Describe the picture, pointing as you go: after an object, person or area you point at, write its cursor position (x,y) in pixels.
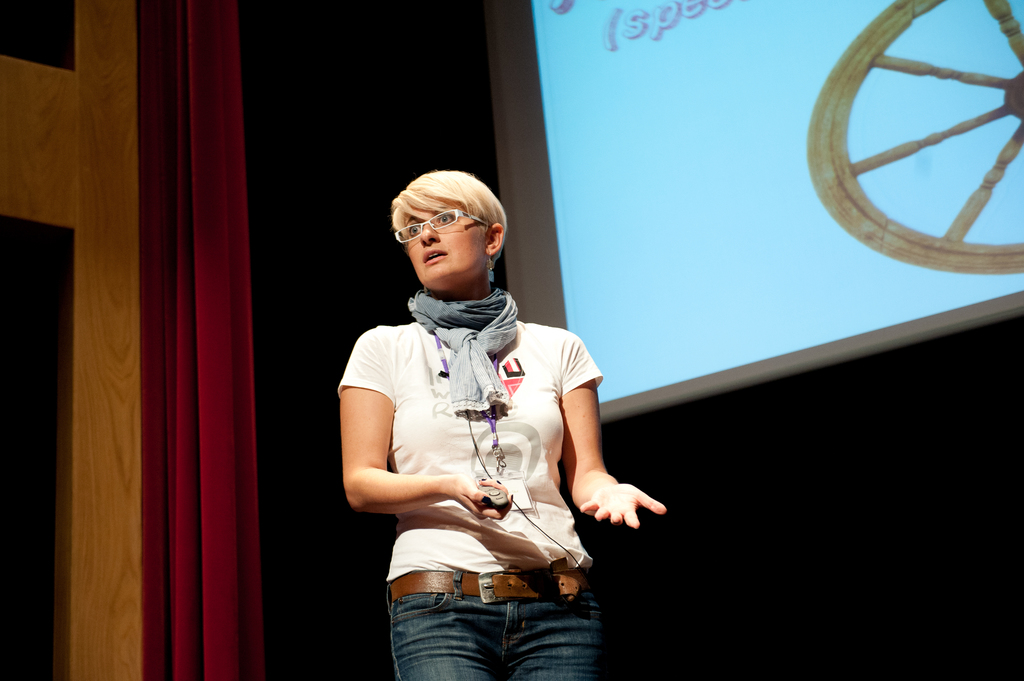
In this picture we can see a woman (374,449), she is standing on the stage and in the background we can see a screen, red color curtain (231,500).
